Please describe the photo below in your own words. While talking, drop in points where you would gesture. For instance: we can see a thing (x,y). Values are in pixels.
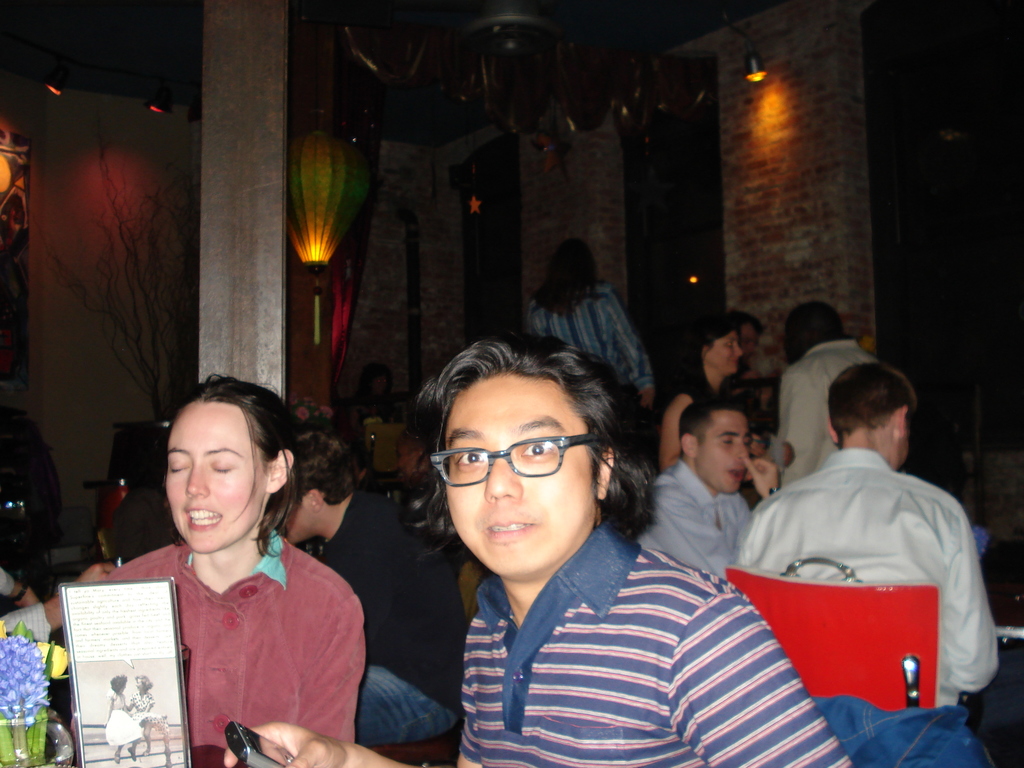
In this picture I can see group of people (486,551) sitting on the chairs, there are flower vases (20,657), lights (54,87), a board (120,599), and in the background (5,191) there is a frame (5,191) attached to the wall (104,382) and there are some other items (53,469).
